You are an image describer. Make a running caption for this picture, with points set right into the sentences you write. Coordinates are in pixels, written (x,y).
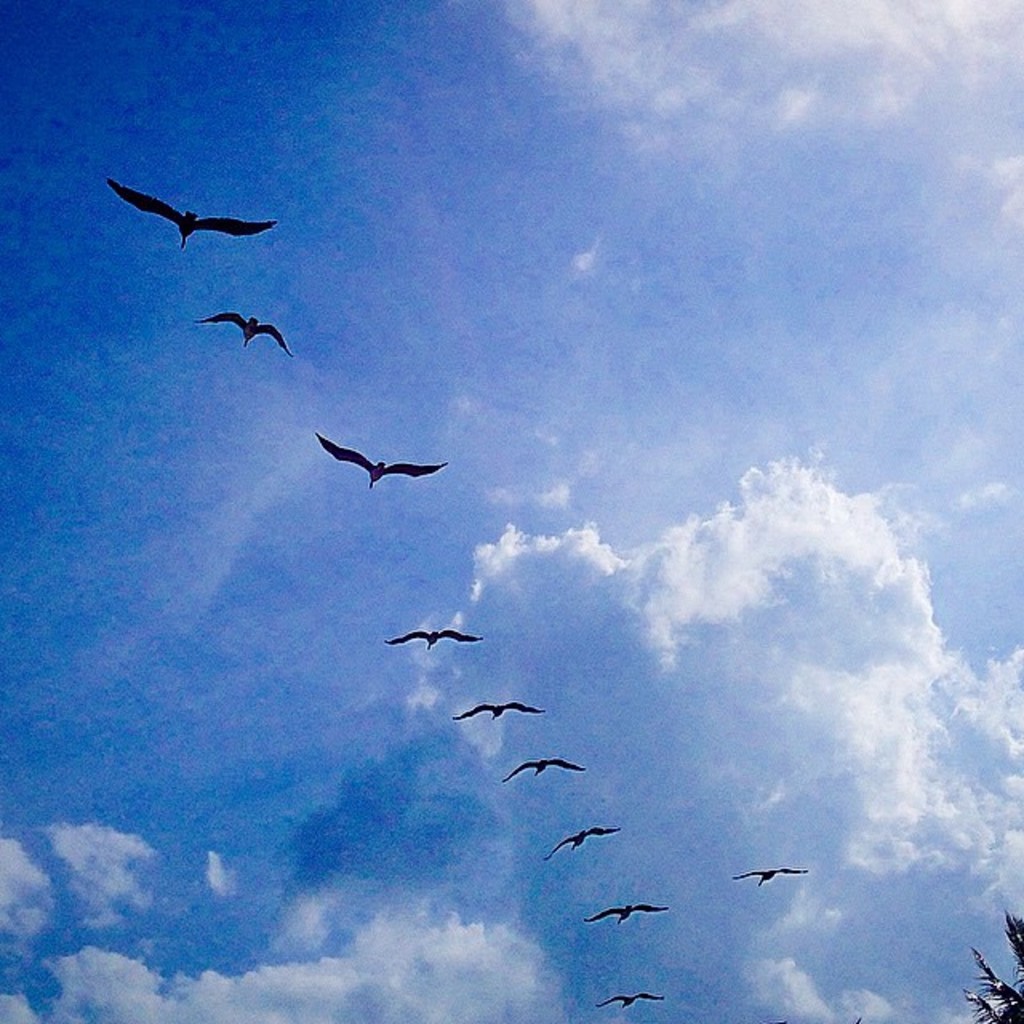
In the image there are birds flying in the sky (617,761).
